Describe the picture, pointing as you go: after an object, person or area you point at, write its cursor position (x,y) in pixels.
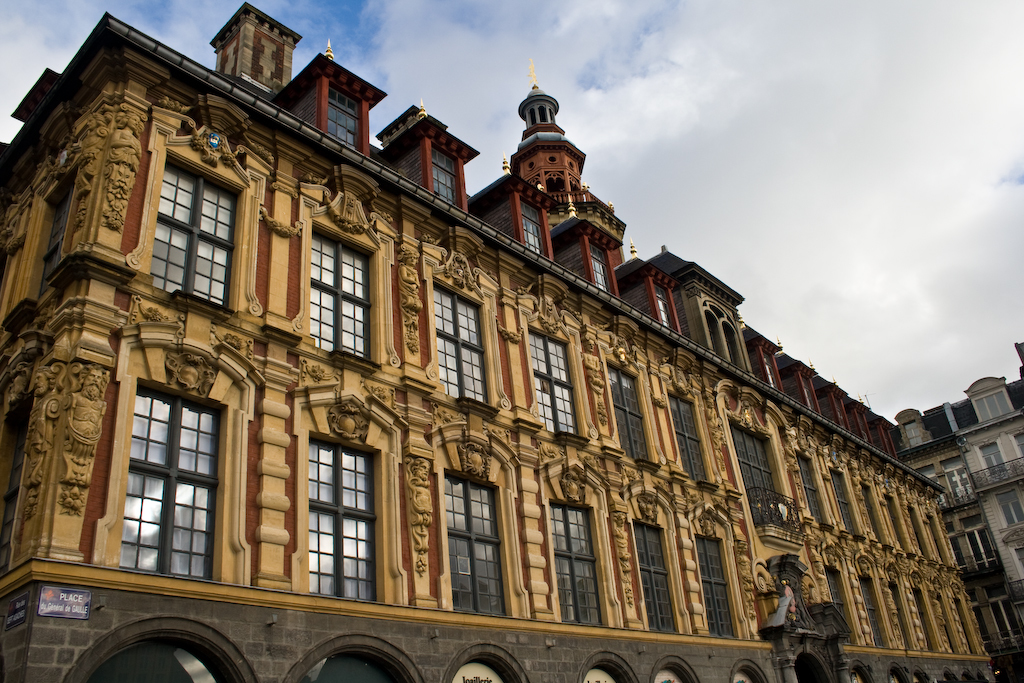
In this image, we can see buildings (943,506). There are clouds (659,73) in the sky (571,71).
